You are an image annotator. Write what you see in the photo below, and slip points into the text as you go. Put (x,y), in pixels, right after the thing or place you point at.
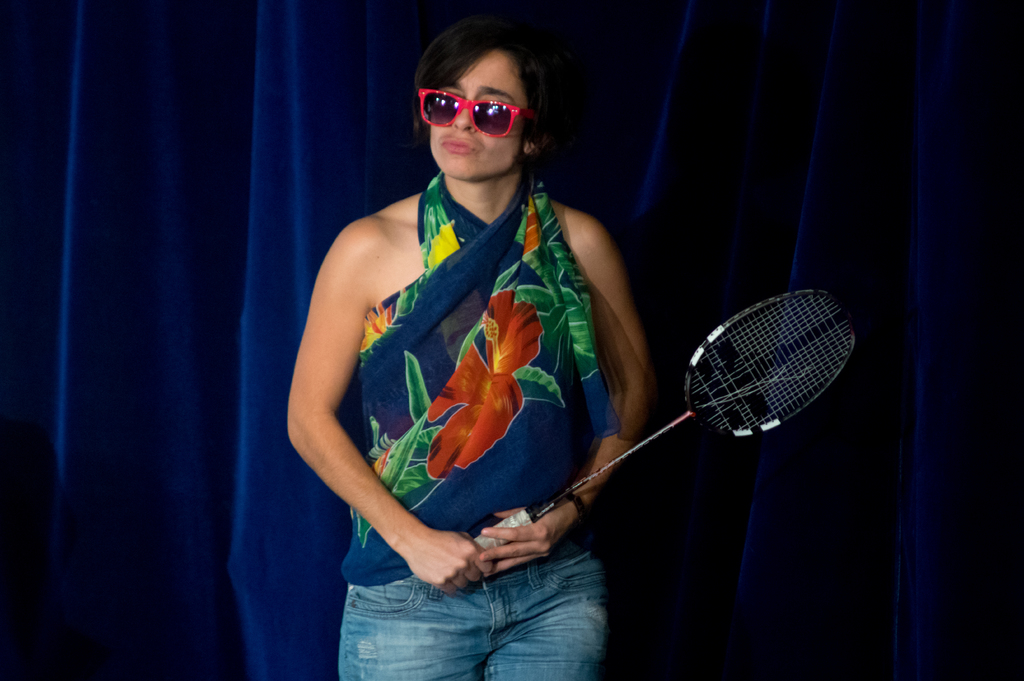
This picture shows a woman (421,506) holding a badminton racket (764,308) in her hand (455,561) and she wore sunglasses (490,133) on her face (462,148) and we see curtain (192,192) back of her
